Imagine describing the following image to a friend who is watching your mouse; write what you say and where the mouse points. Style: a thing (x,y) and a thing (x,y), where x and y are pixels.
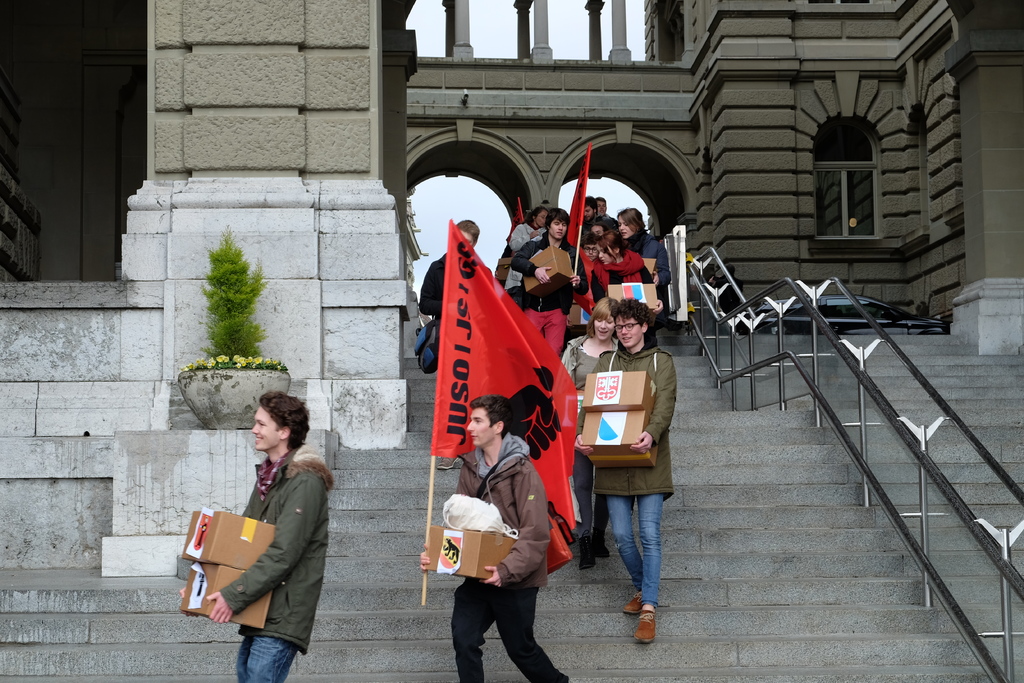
In this image, we can see some people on the stairs (680,367) and we can see some of them are holding cartons boxes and flags (490,330), in the background (751,203), we can see the arches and there is a wall (35,383) and there is a window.
